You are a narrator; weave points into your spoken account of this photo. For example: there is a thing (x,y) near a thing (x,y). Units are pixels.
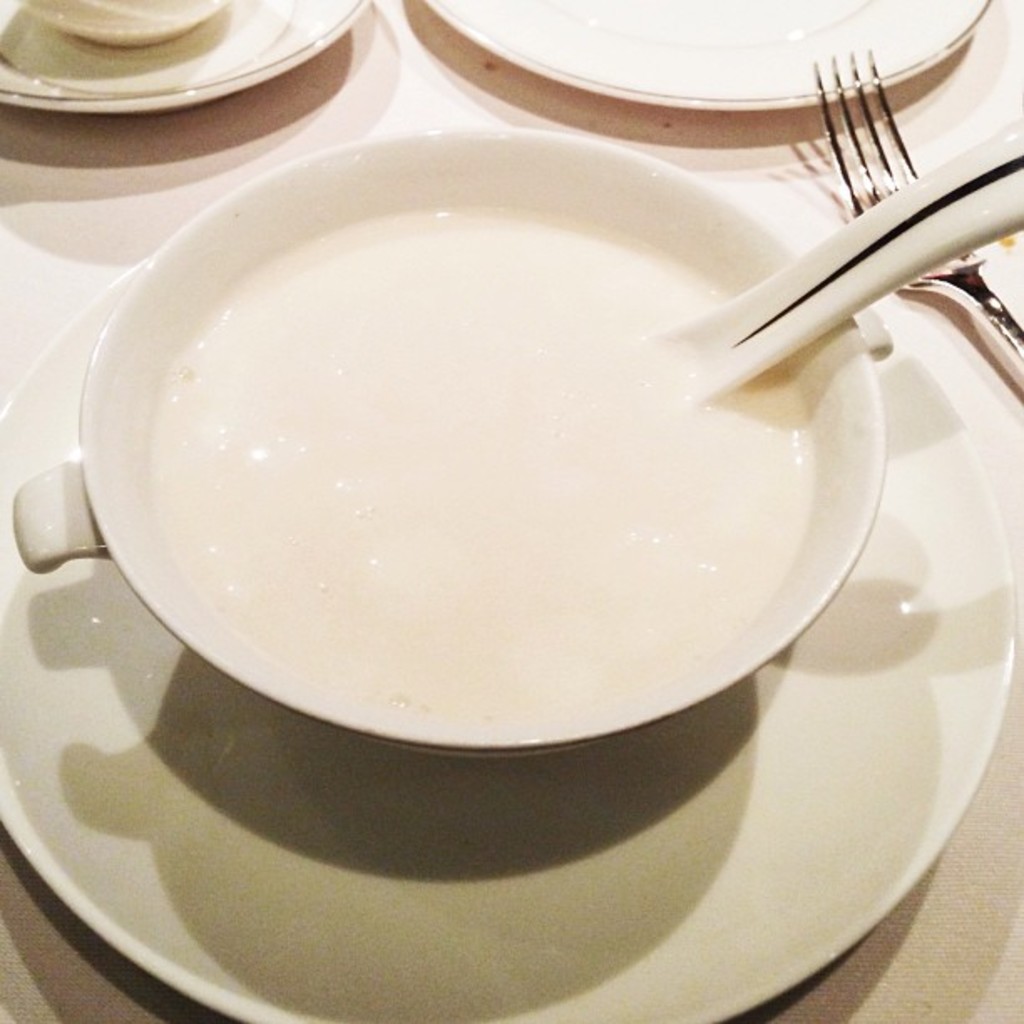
In this image, we can see a white color table (920,918). On top of the table (76,251), we can see so many saucers (209,61), cups (150,2), bowl (52,552) and there is a spoon (856,229) and fork (870,167) on it.
